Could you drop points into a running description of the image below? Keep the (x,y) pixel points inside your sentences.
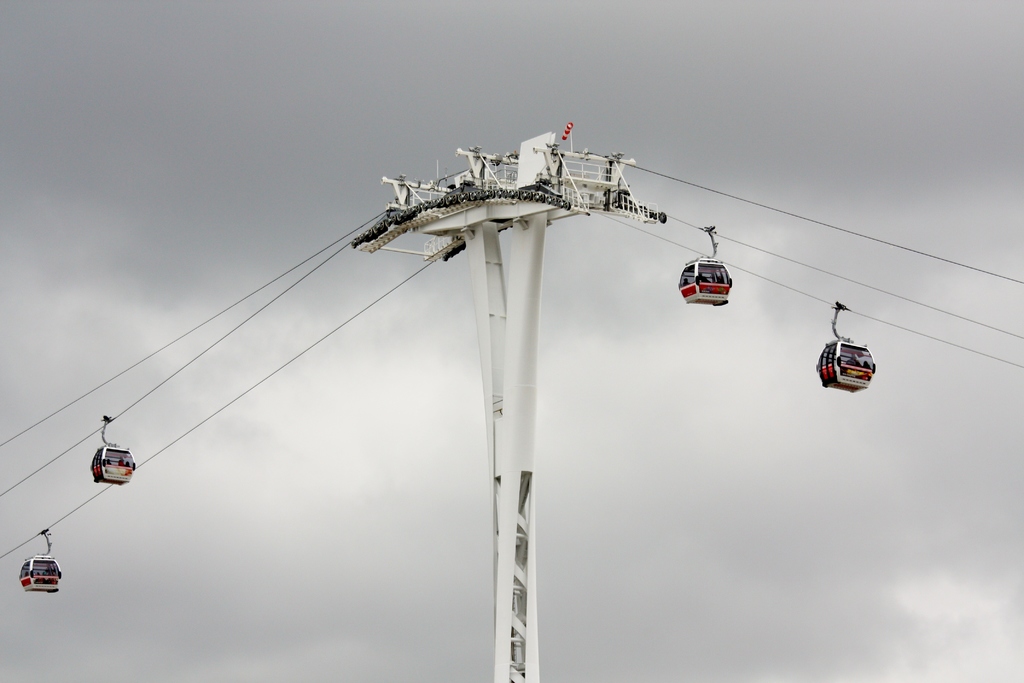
As we can see in the image there is a pole (510,414), few people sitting in ropeway wheel car (116,455) and there is a wire (778,257).
